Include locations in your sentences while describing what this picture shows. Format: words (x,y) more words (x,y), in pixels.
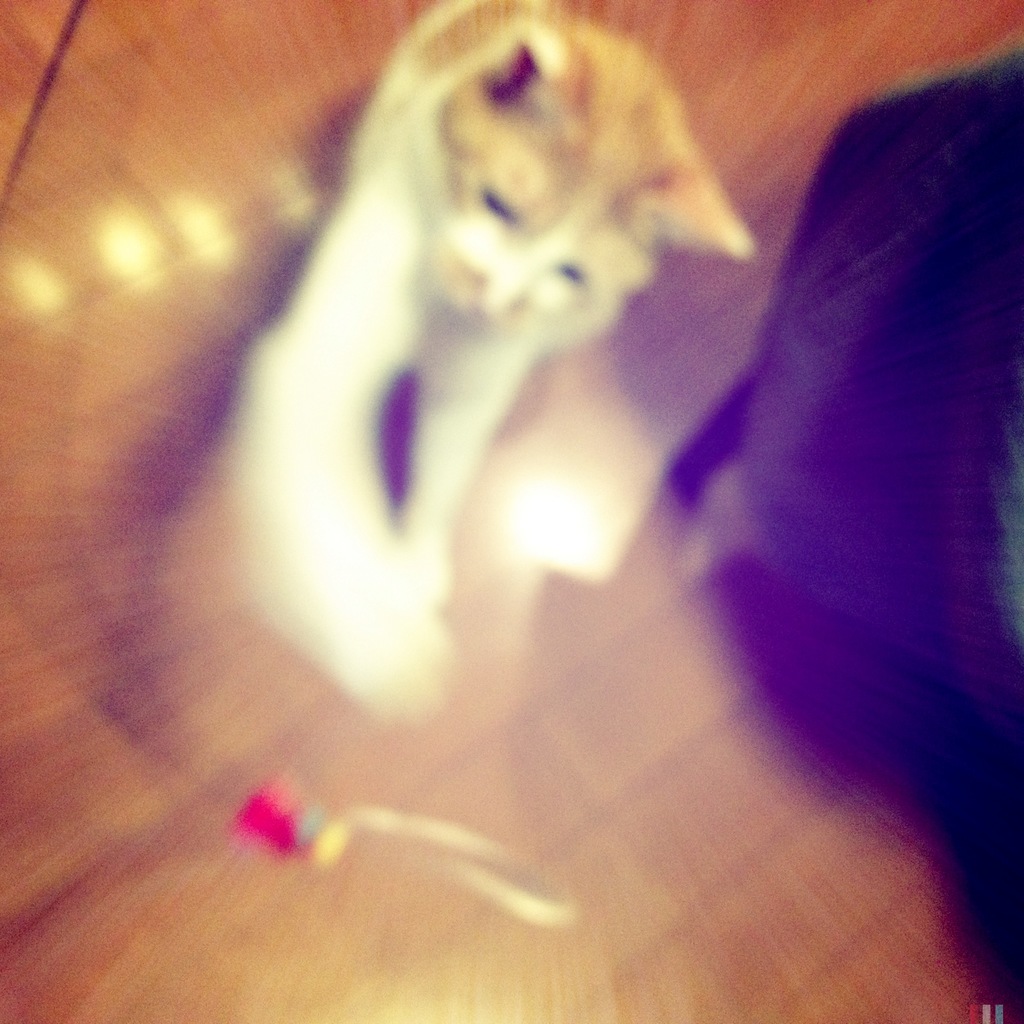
In this image I can see a white color cat (368,382) is on the floor (152,334) which is made up of a wood (232,526). On the right side (891,385), I can see a black color object (950,628).
